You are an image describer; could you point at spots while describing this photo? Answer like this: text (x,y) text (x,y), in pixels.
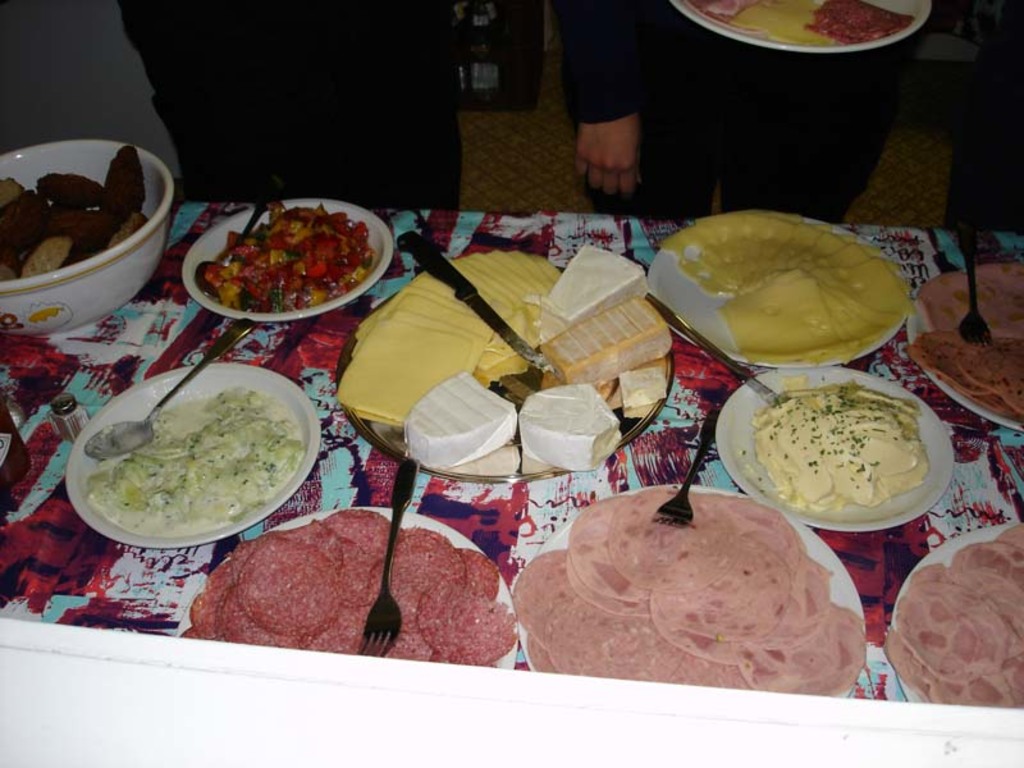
In this picture there are different food items (588,423) on the plates (269,506) and in the bowl (113,291). There are plates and there is a bowl (55,240), spoon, knife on the table (90,566). There are two persons (237,146) standing behind the table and there is a person (588,147) holding the plate (810,45). At the back (534,101) there is an object (489,47). At the bottom (67,552) there is a mat (573,181).
